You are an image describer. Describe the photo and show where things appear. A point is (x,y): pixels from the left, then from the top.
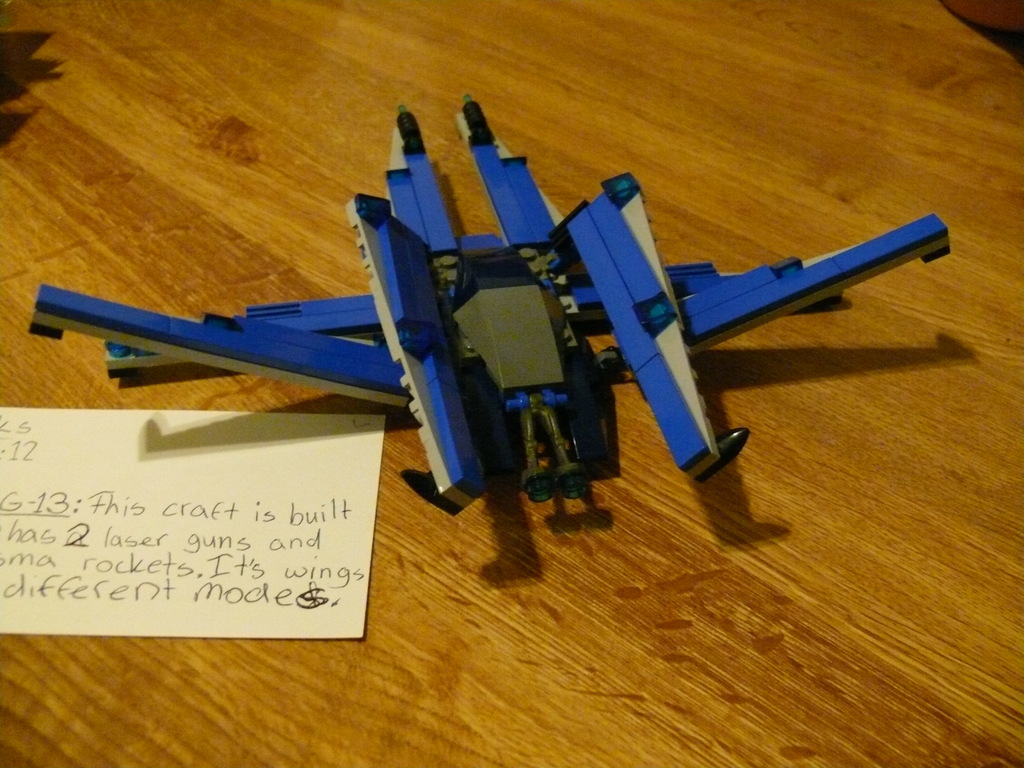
There is paper (259,520) and an object (435,388) on this wooden made thing (742,640).
